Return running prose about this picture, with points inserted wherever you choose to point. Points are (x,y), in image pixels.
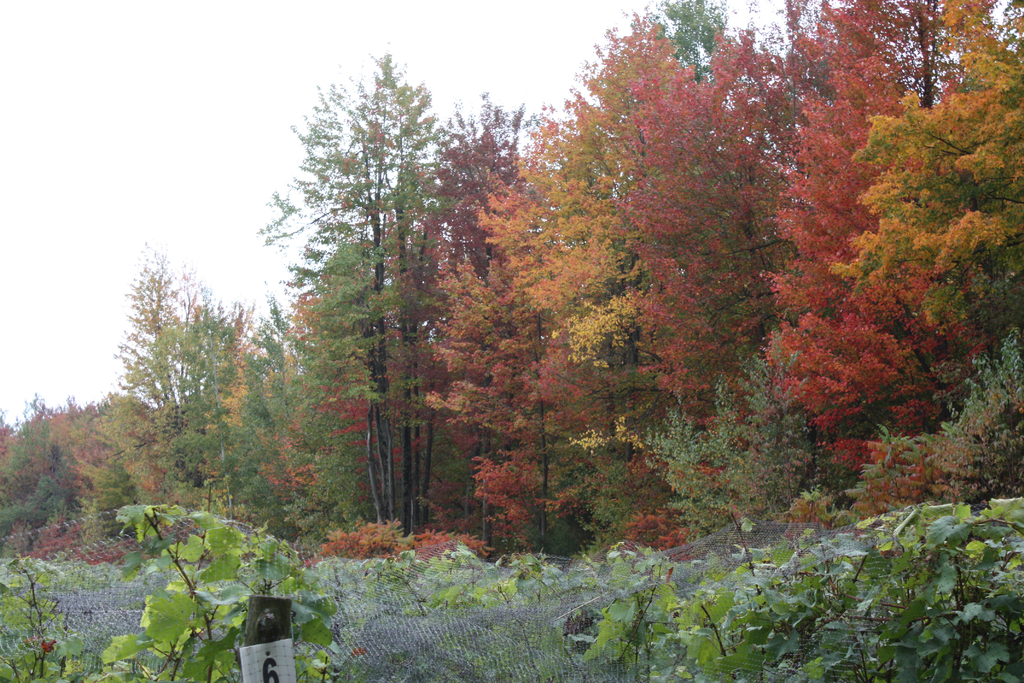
In this image we can see some trees (520,349), plants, net (55,626) and top of the image (225,89) there is clear sky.
